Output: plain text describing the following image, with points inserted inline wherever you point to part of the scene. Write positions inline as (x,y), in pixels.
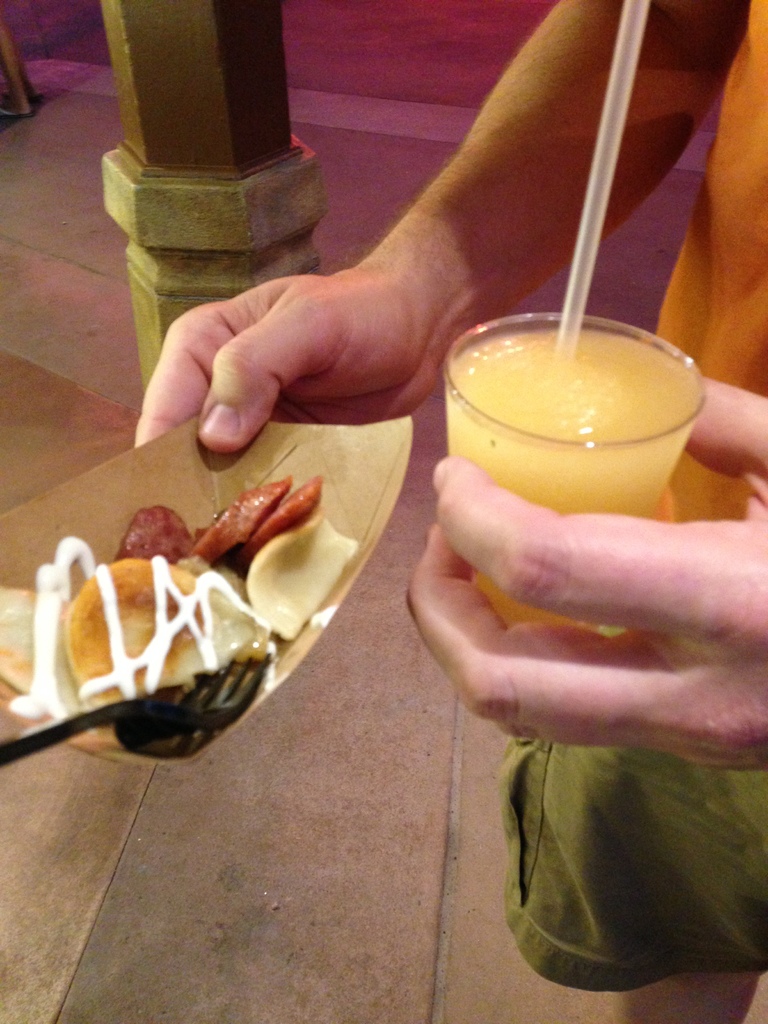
In this picture we can observe some food (28,599) placed in the plate (359,455). There is a human (401,294) holding this plate (128,473). There is a glass (493,434) with some drink (557,434) in the other hand (543,667). We can observe a pillar (174,211) on the left side (195,194). In the background (347,161) there is a floor (351,801).
